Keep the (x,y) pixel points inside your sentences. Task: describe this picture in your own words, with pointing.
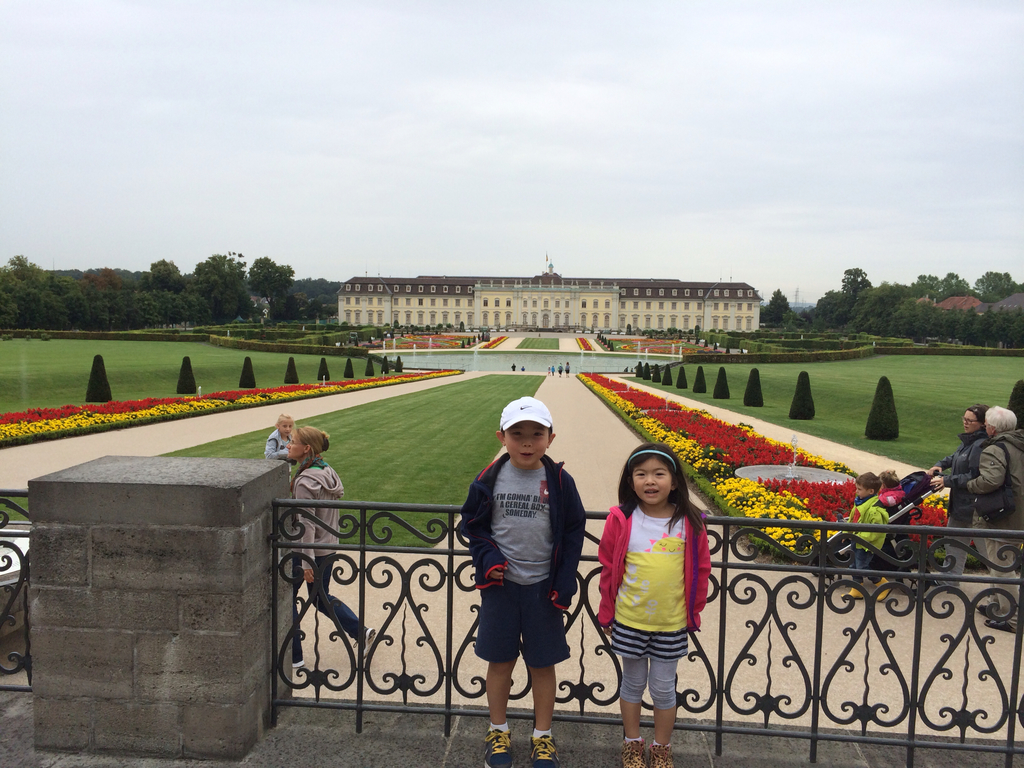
In this image there is a boy (506,762) and a girl (658,596) standing on the path (835,651), and at the background (446,443) there are group of people (1013,468) standing, iron grills (842,562), plants (941,520) with flowers (921,520), fountain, grass (912,386), buildings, trees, sky (632,206).
